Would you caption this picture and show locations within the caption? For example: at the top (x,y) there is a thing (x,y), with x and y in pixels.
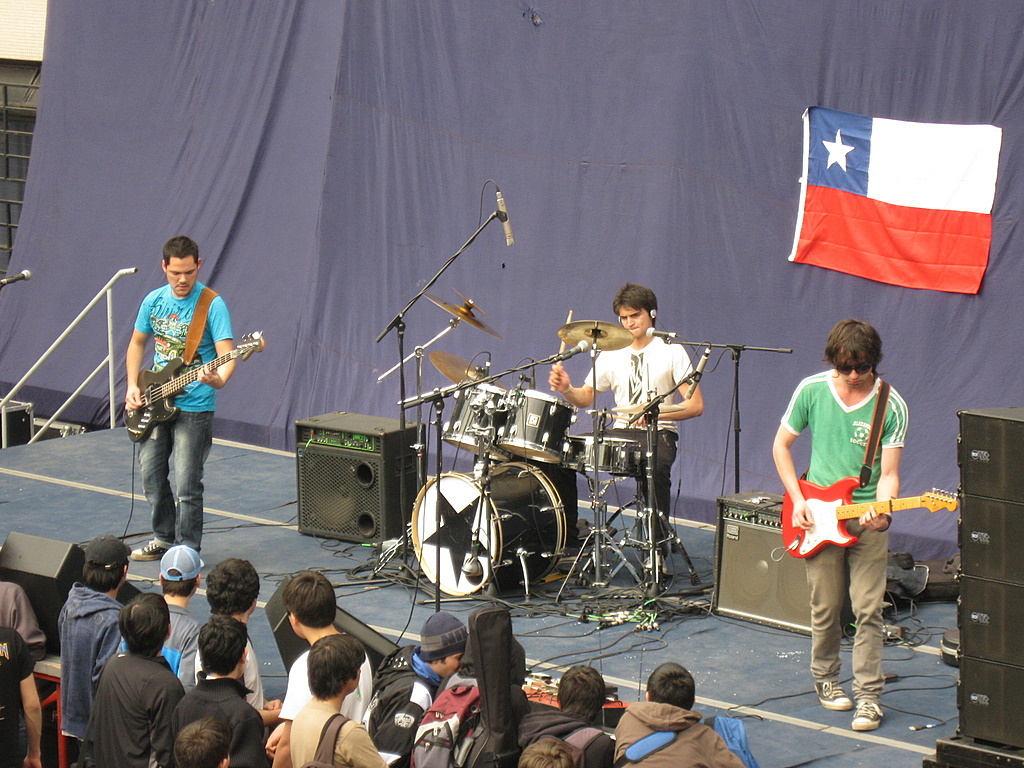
In the image there are three people (793,463) playing their musical instruments (520,435) and there are group people (105,646) standing as audience (107,633) in background (529,112) there is a blue color cloth (670,171) and a flag (925,191). On right side (998,480) we can see speakers (1003,562) and left side we can see microphone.
